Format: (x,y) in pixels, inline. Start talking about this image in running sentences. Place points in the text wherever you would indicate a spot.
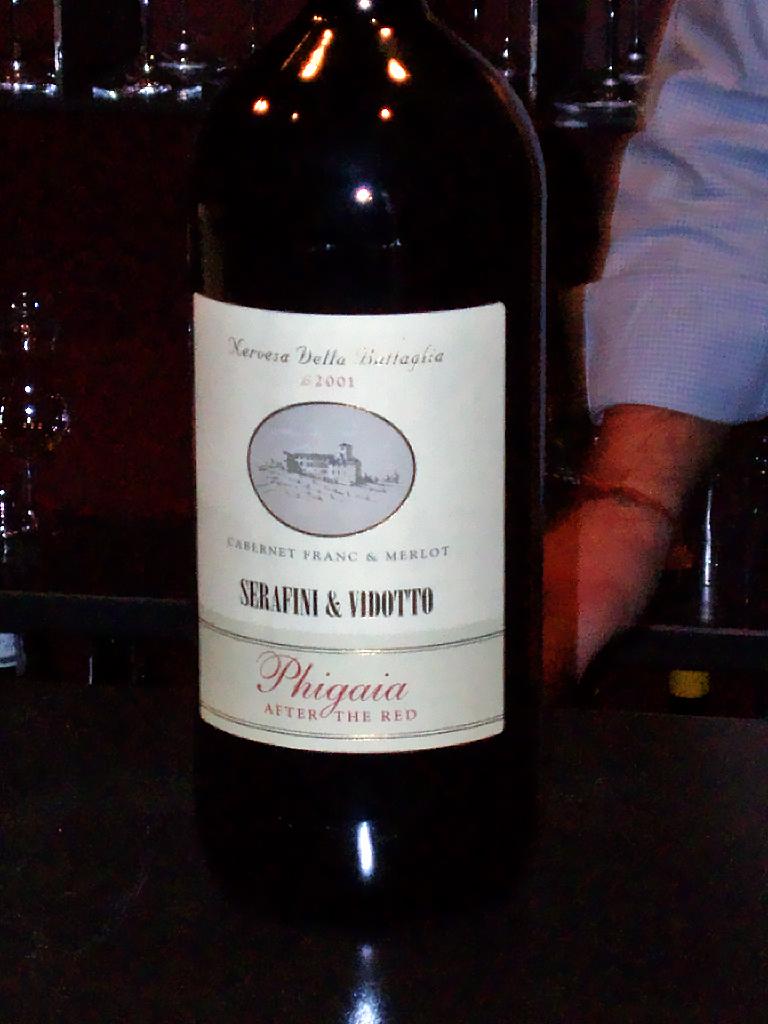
In this picture we can see a black color wine bottle (221,622) is placed on the table top (475,935). Behind we can see half image of the man (681,163) wearing blue color shirt (725,229).
